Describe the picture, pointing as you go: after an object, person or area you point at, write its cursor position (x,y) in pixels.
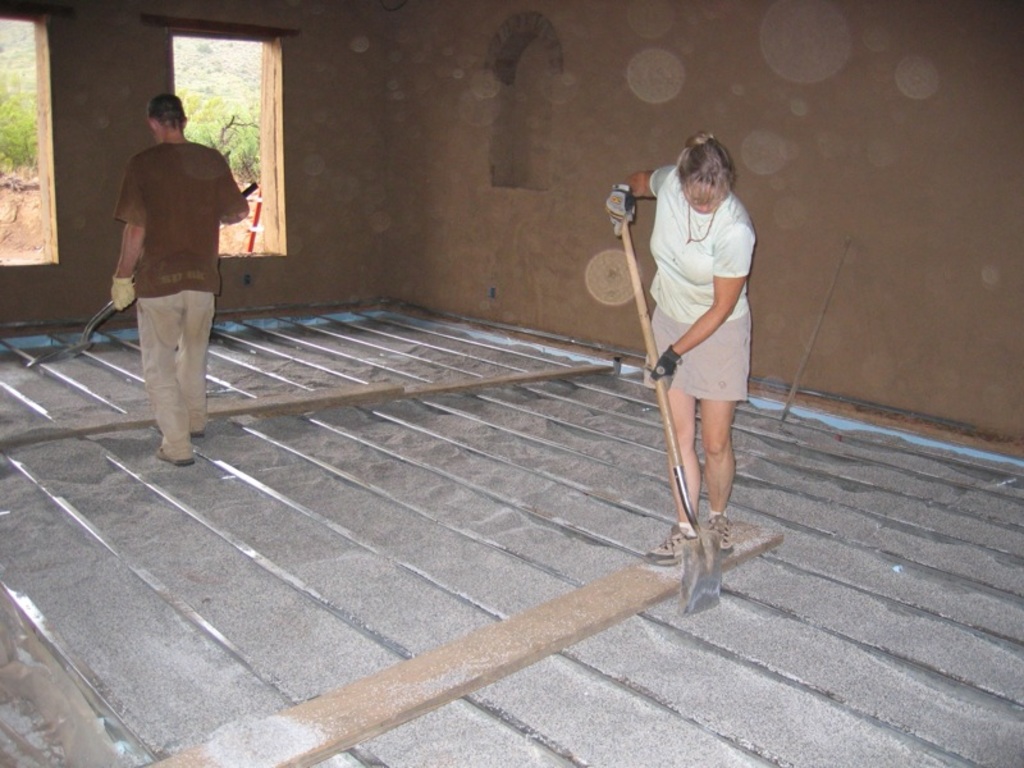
In this picture, there is a woman (731,346) towards the right (693,211) and a man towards the left (223,208). Both of them are holding tools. Woman (696,261) is wearing a white t shirt (700,304) and man (186,325) is wearing a brown t shirt (211,161). At the bottom (222,643) there are rods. with some cement sand (205,614). In the background (471,130), there is a wall (427,148) and trees (8,110).
